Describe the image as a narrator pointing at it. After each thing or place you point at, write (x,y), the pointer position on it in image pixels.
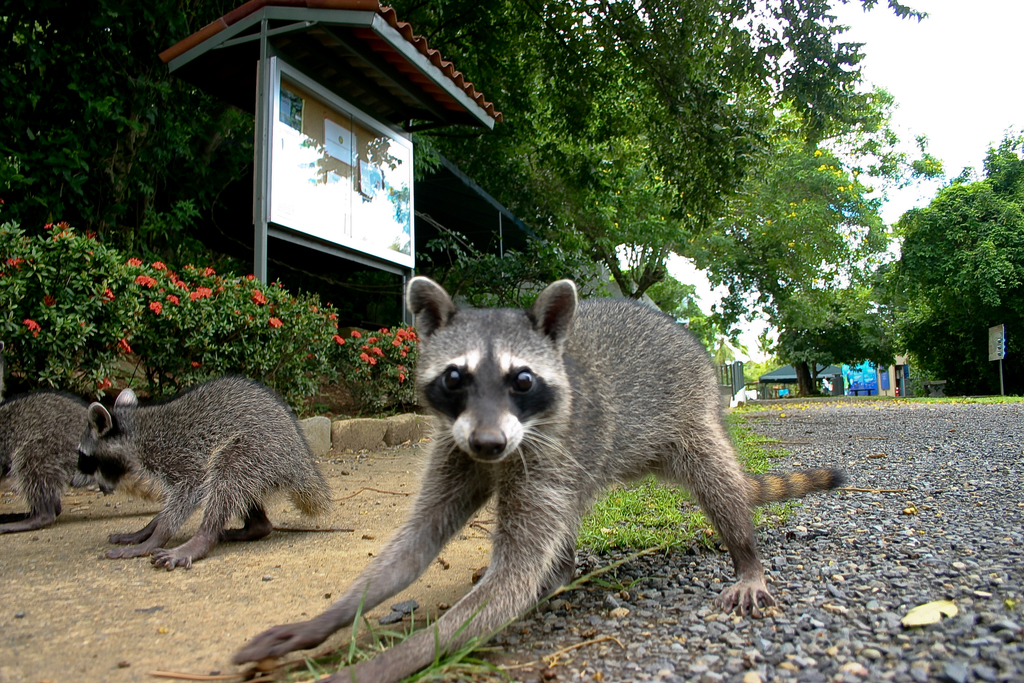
In this picture, we see three raccoons (435,526). At the bottom of the picture (702,590), we see grass (660,539) and concrete stones (770,567). On the left side (172,278), we see plants (242,332) and these plants (235,344) have flowers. These flowers (179,297) are in red color. We see a lockable glass notice board (339,151) with roof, on which posters (340,128) are pasted. There are trees (855,308) and buildings (865,375) in the background (921,327). On the right side (998,332), we see a board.
